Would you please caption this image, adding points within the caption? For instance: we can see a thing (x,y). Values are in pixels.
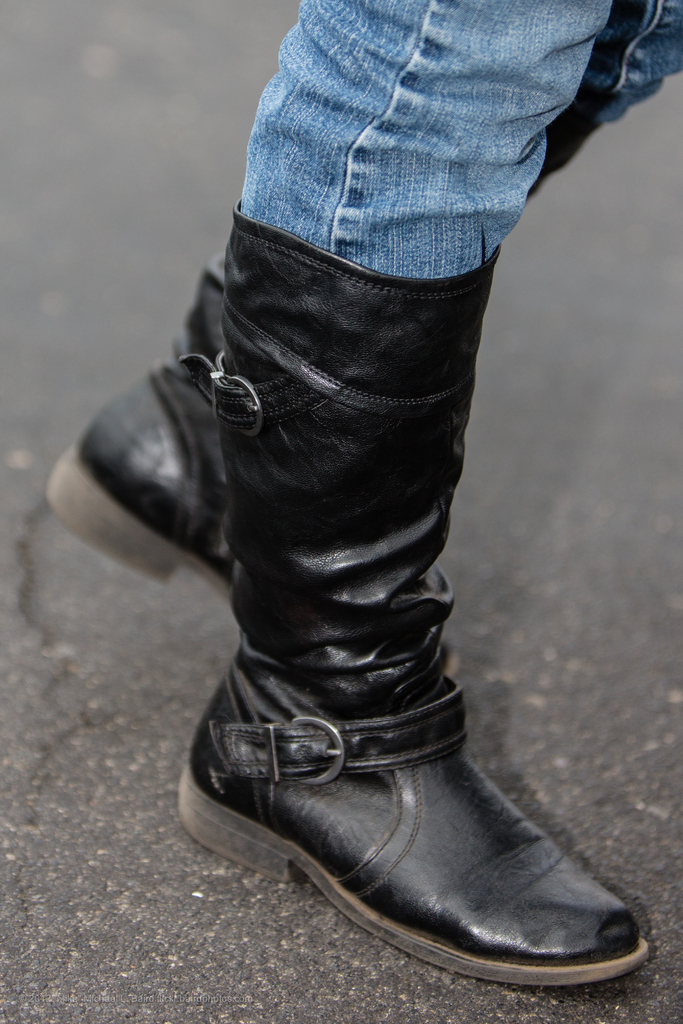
In this image we can see one person's legs (367,142) in jeans (430,55) with black boots (260,581) on the road (123,102).
